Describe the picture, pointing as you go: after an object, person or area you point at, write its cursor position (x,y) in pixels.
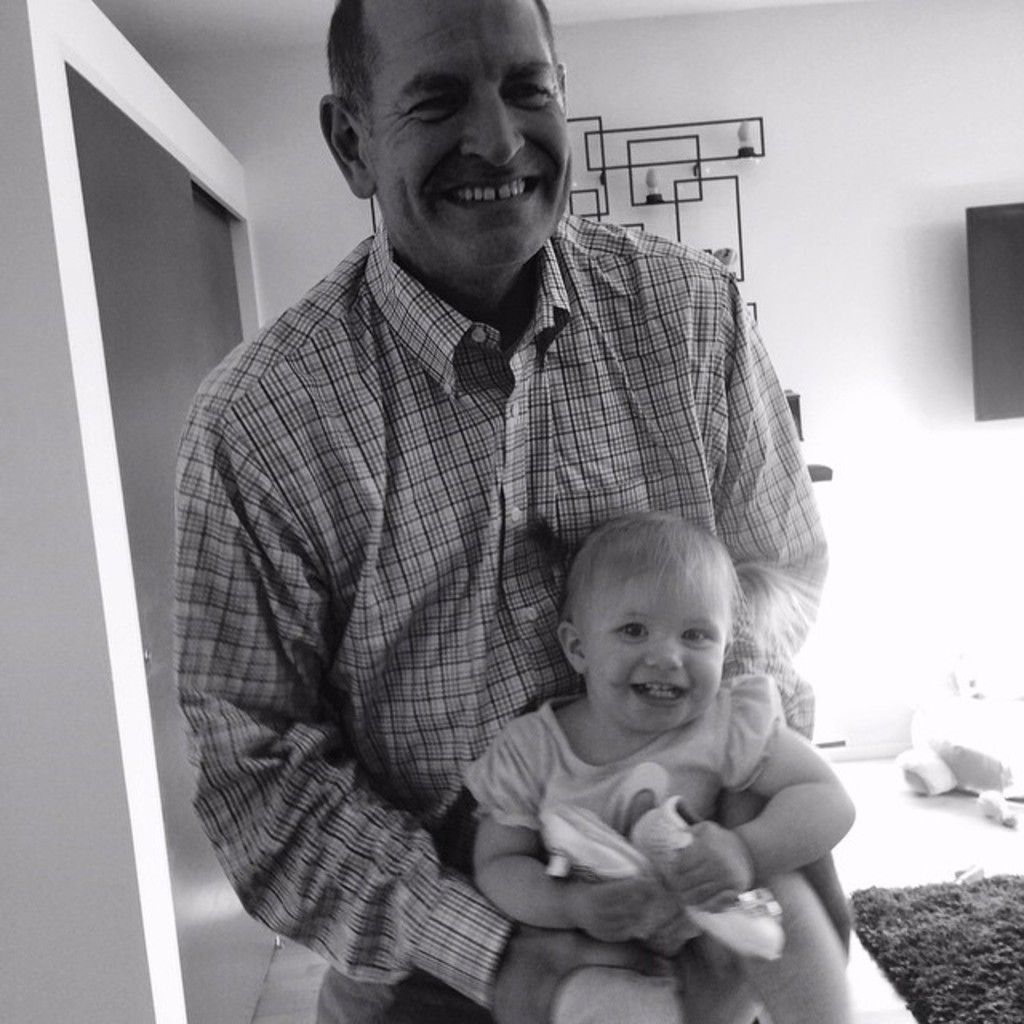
In this image, we can see a man (367,708) carrying a baby (807,848). They both are watching and smiling. Here a baby (697,826) is holding footwear (605,860). Background (331,202) we can see wall (339,223), few objects (997,768), floor (960,855) and floor mat (957,909). It is a black and white image.
